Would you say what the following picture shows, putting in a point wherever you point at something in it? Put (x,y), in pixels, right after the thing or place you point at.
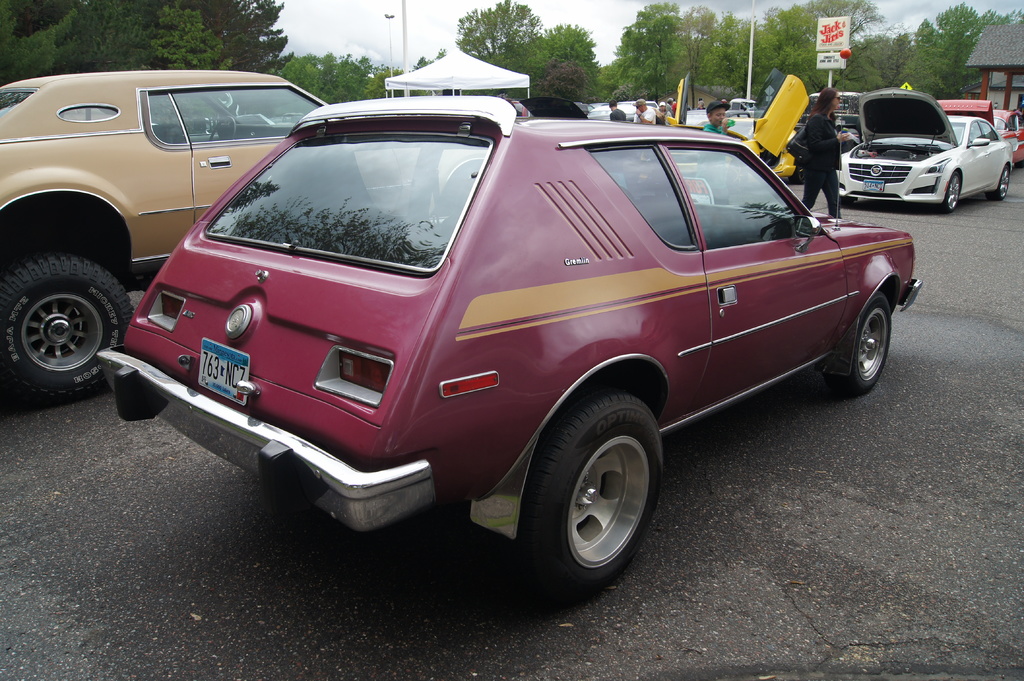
In this image in the center (553,246) there are cars (497,200) on the road (175,541) and there are persons (707,130) walking. In the background (216,38) there are trees (667,45), poles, and there is a tent (448,76) in the center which is white in colour. On the right side (1004,66) there is a shelter (1002,56).
